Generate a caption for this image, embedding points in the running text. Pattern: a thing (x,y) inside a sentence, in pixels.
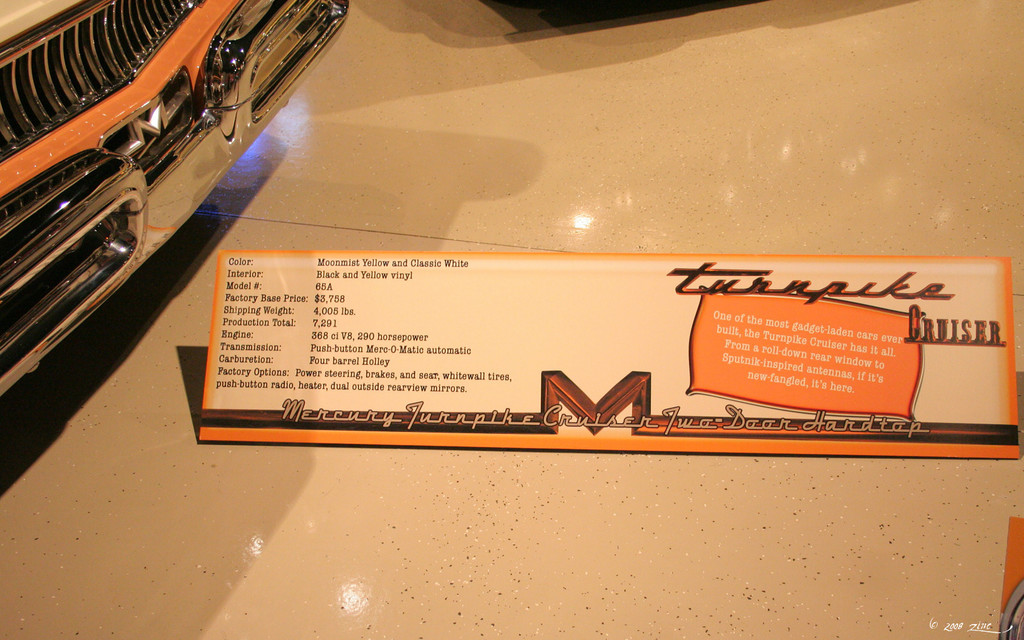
There is one board (516,336) kept on the floor (574,471) as we can see in the middle of this image (391,387). It seems like a car (95,122) in the top left corner of this image (115,103).
